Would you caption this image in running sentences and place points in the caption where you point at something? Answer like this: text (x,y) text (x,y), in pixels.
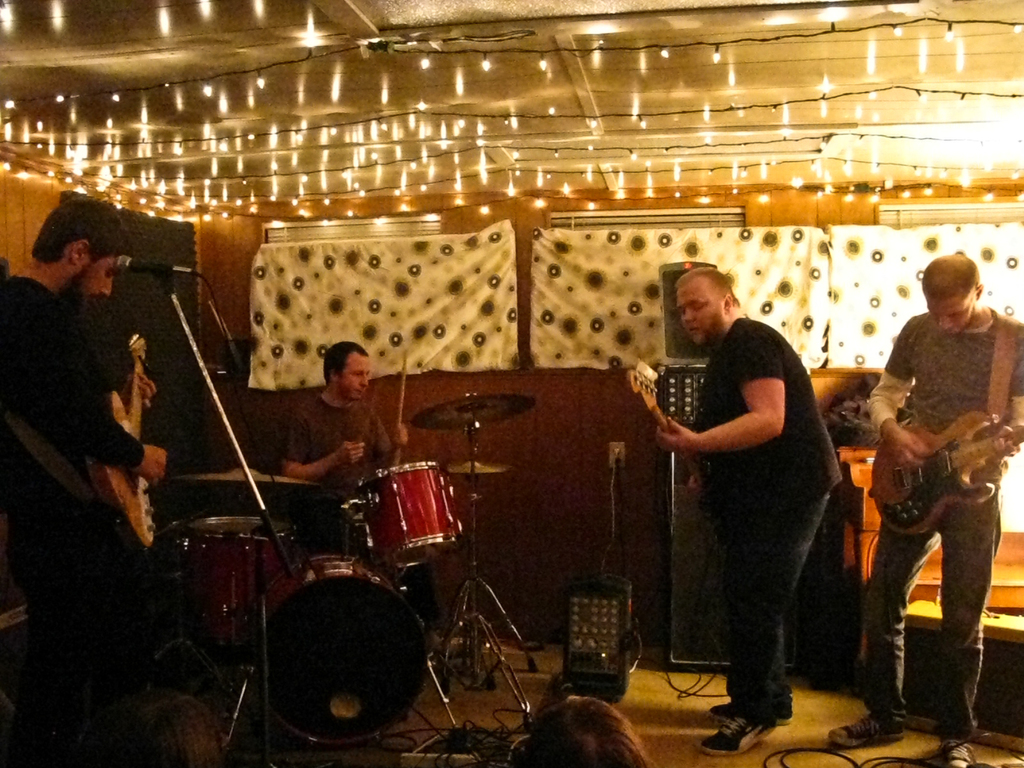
In this image there are two persons (763,429) who are standing on the right side (938,367) one person (920,410) is standing and he is holding a guitar (916,464). Beside that person (904,585) another person (751,506) who is standing and he is holding a guitar (640,382), it seems that he is singing on the left side (95,611) there is one person (92,442) who is standing and he is also holding a guitar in front of him there is one mike (129,264). Beside that person (99,257) another person (343,434) is sitting and he is drumming. On the background of the image (552,298) there is one wooden wall (1009,190) and some clothes (609,272). On the bottom of the image (301,699) there are some cables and drums (360,606) on the left side (340,674) and some lights (463,123) on the top of the image (549,80).
